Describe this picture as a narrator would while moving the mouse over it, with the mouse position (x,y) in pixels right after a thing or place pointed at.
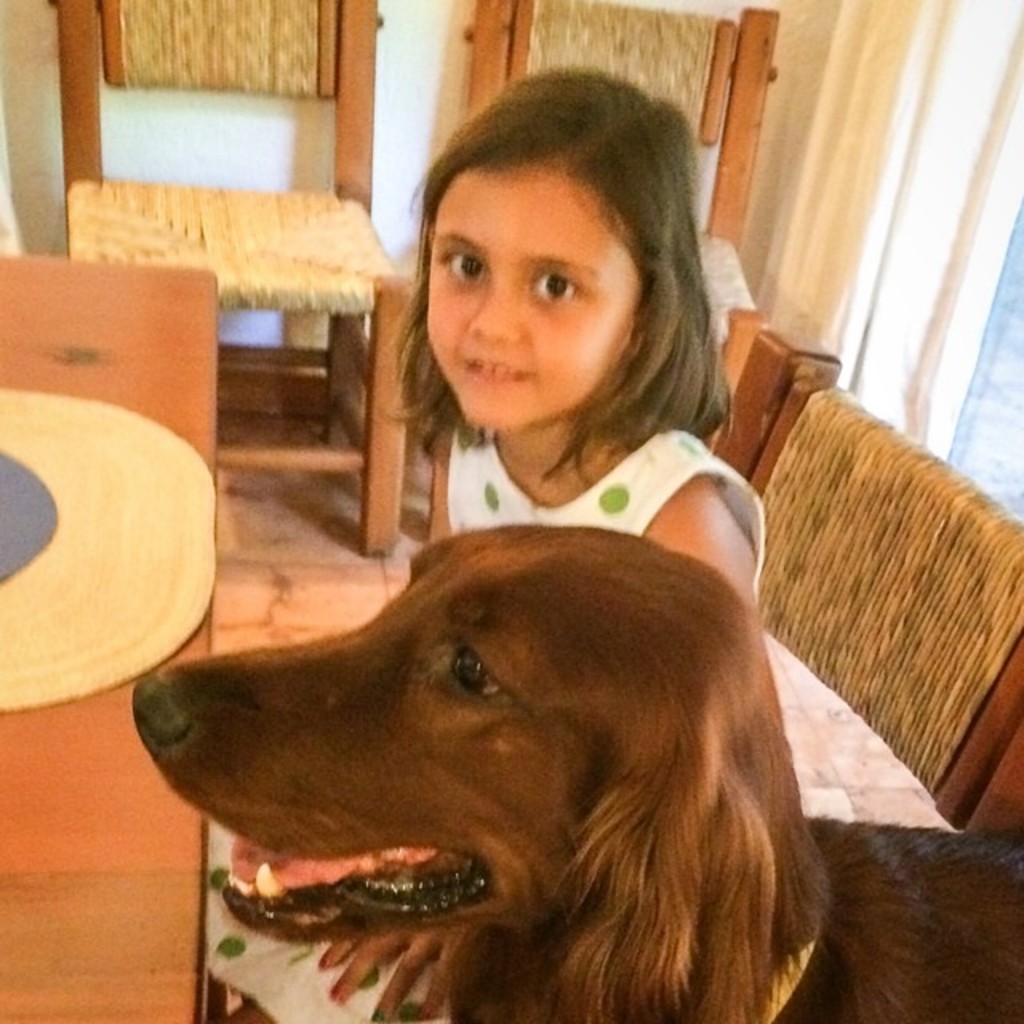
In this image in the front (563,349) there is a person (560,380) smiling. In the background (225,339) there are empty chairs (253,218) and there is a dog (657,871) in the front (640,850). On the left side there is a table (117,619). On the right side (880,157) there is a curtain (955,201).
